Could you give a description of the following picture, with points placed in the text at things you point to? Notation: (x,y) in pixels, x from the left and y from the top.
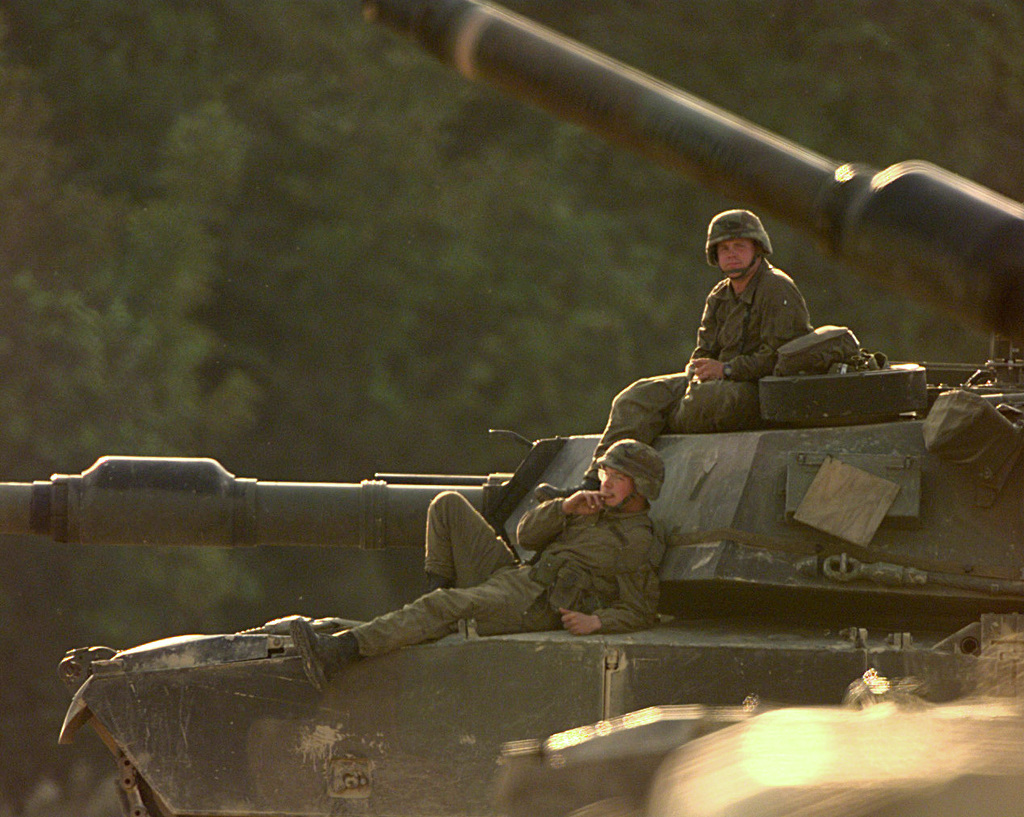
In this image we can see there are two persons (587,560) sitting on top of the army tankers (686,646). In the background (271,261) there are trees (381,256).
